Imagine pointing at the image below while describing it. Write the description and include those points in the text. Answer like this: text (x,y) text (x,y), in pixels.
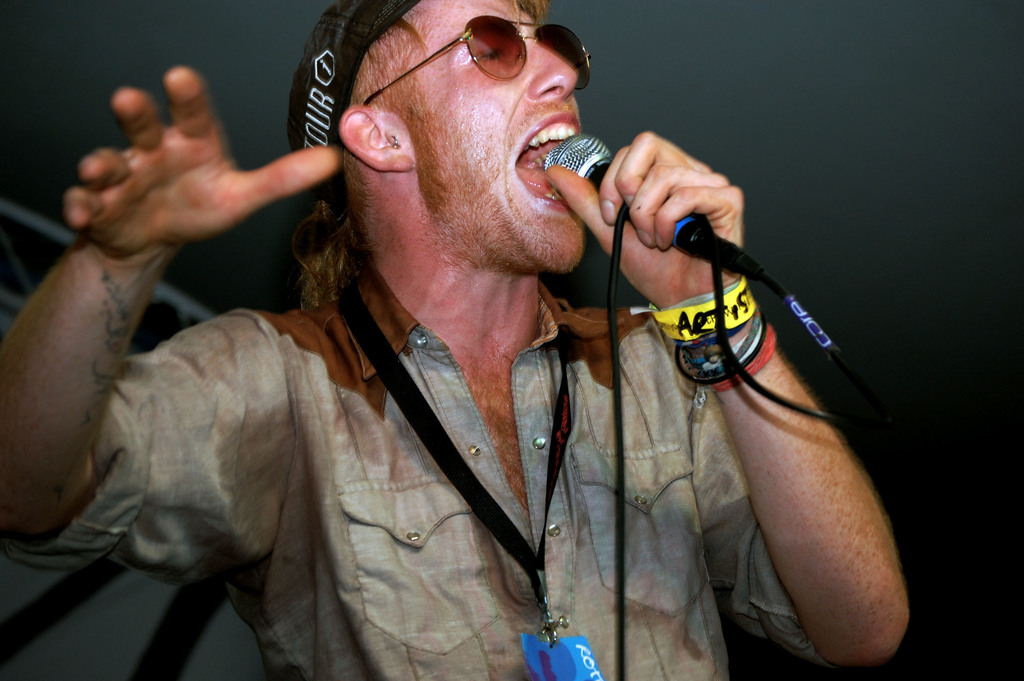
In this image i can see a person (315,342) wearing a gray color shirt (271,411) and wearing a spectacles (491,61) and holding a mike (701,223) on his hand (697,279) and wearing a band (703,361) and on the right hand (701,267) he is singing and his mouth (519,171) is open.
